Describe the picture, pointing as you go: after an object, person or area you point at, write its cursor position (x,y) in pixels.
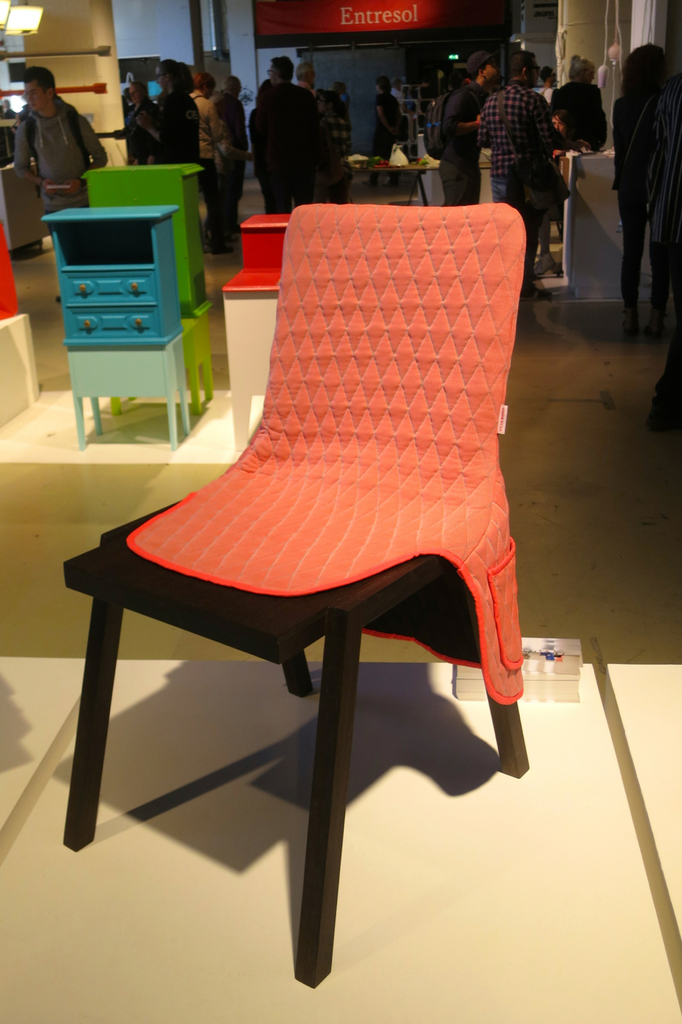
In Front (438,610) portion of the picture we can see an empty chair (261,504) here. On the background (161,129) we can see few persons (444,135) standing and walking. This is a hoarding (501,18).
